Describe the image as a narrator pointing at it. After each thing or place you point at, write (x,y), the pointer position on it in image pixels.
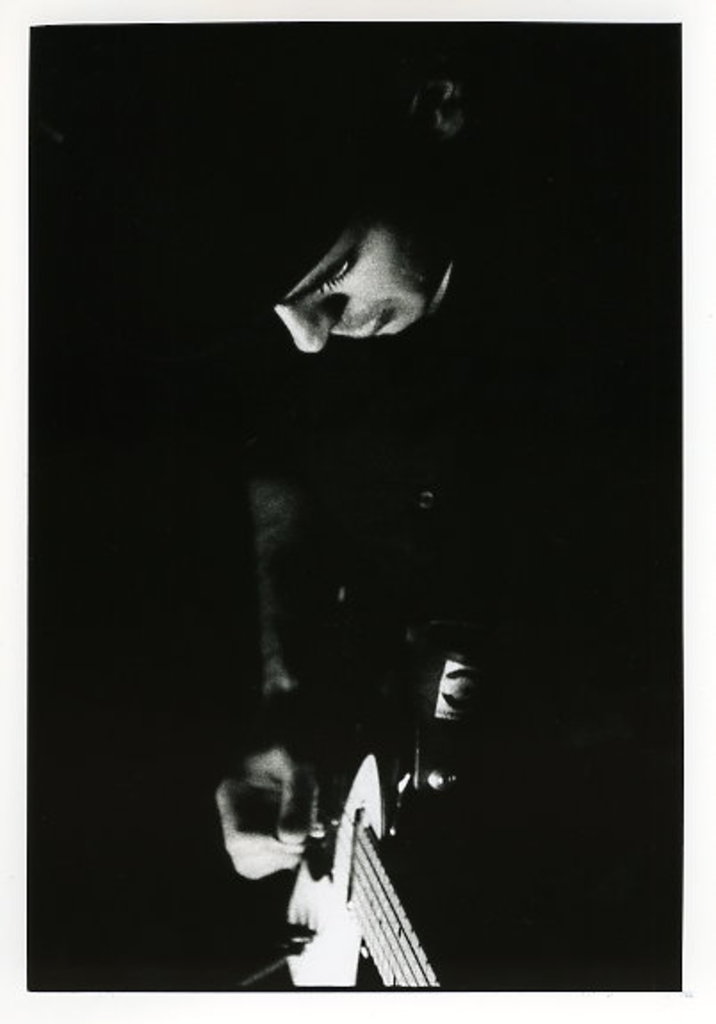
In this image I can see a person (440,688) playing guitar (336,881).
